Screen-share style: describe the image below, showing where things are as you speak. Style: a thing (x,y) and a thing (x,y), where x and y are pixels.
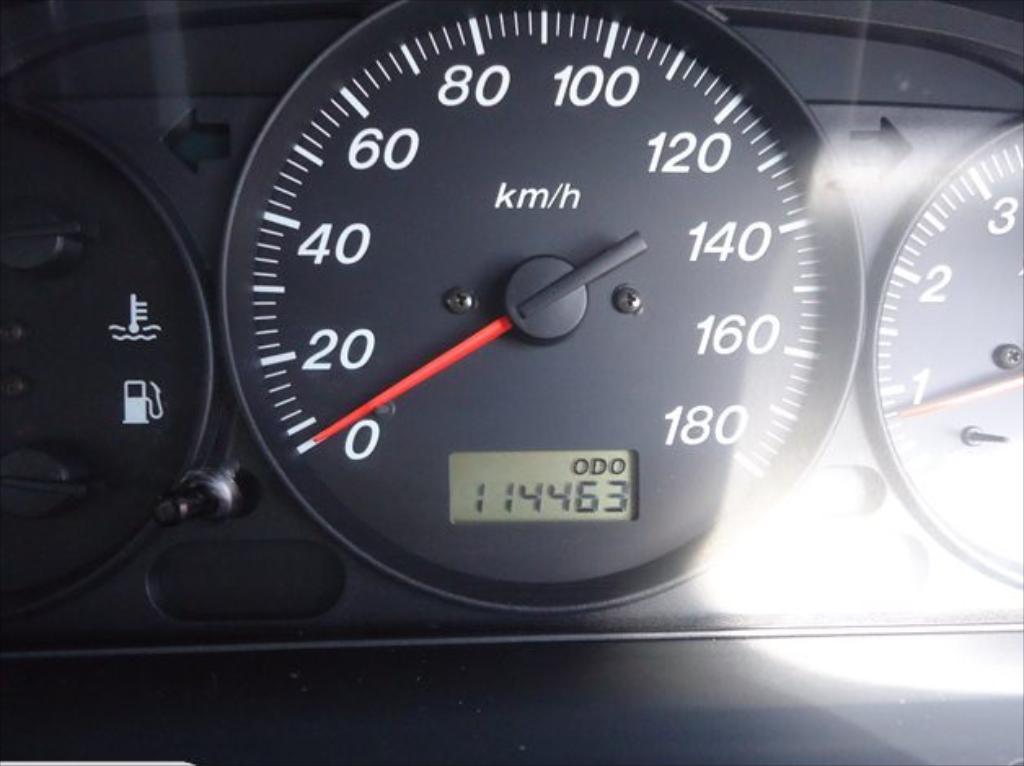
In this picture I can observe a speedometer (550,336). I can observe red color needle (406,389). There are some numbers (348,452). This is in black color.
